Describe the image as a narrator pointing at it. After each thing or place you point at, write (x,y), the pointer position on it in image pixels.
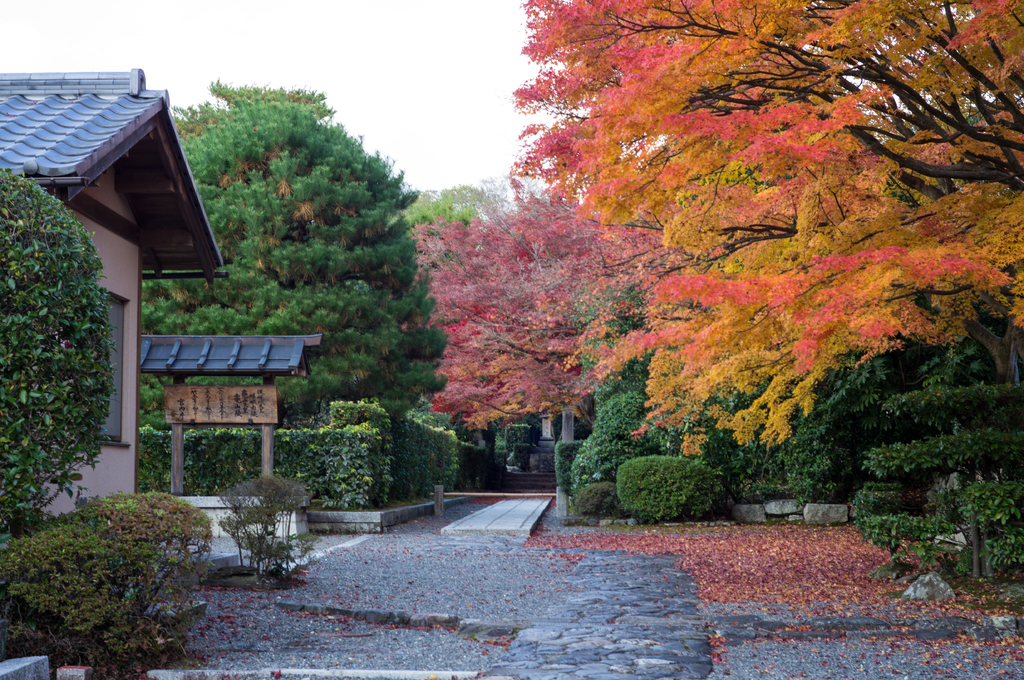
In this image there are few trees (648,278), garden plants (219,447) and some leaves (792,578) on the ground (535,625), few pillars (179,467), a building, a small arch (202,360) and the sky (411,129).
